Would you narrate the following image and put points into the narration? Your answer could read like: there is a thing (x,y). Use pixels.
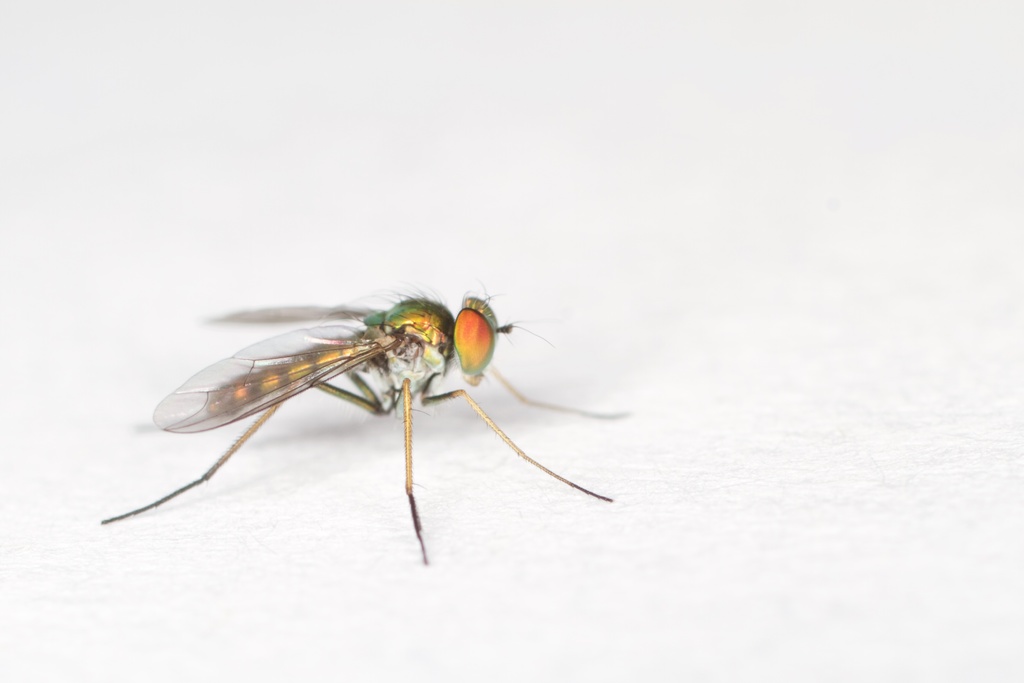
In the foreground (161,504) I can see a fly (161,504) on a white color background (688,228). This image is taken may be in a room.
